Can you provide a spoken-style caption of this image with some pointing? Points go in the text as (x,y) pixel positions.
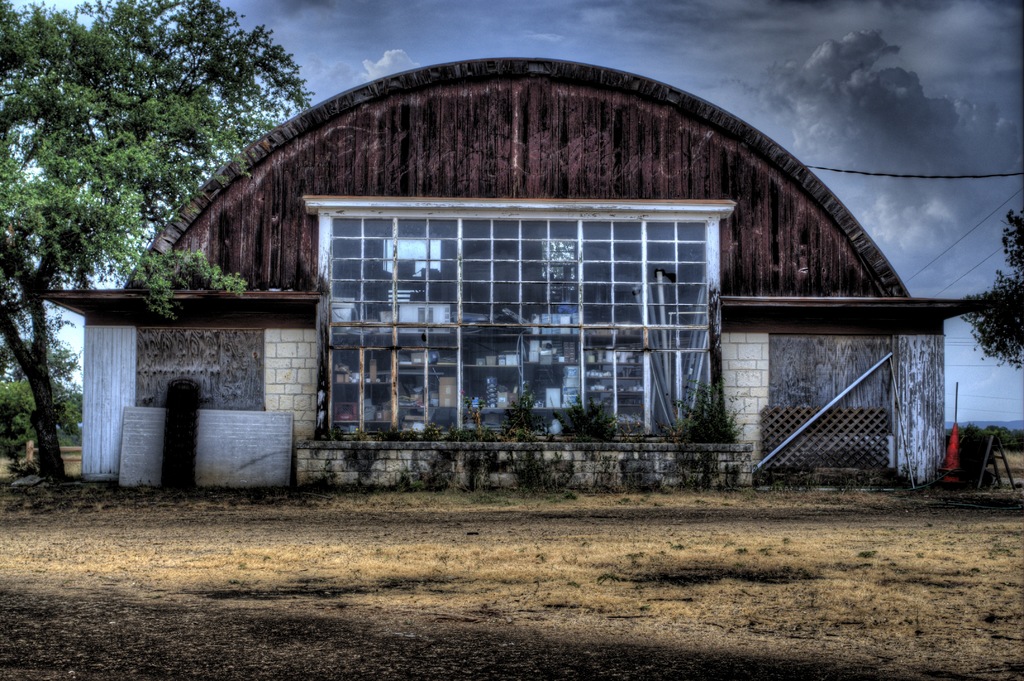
In this image I can see a house (584,194), glass window (528,294), poles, trees (106,139), wires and net (776,428). The sky (903,116) is in blue and white color.
